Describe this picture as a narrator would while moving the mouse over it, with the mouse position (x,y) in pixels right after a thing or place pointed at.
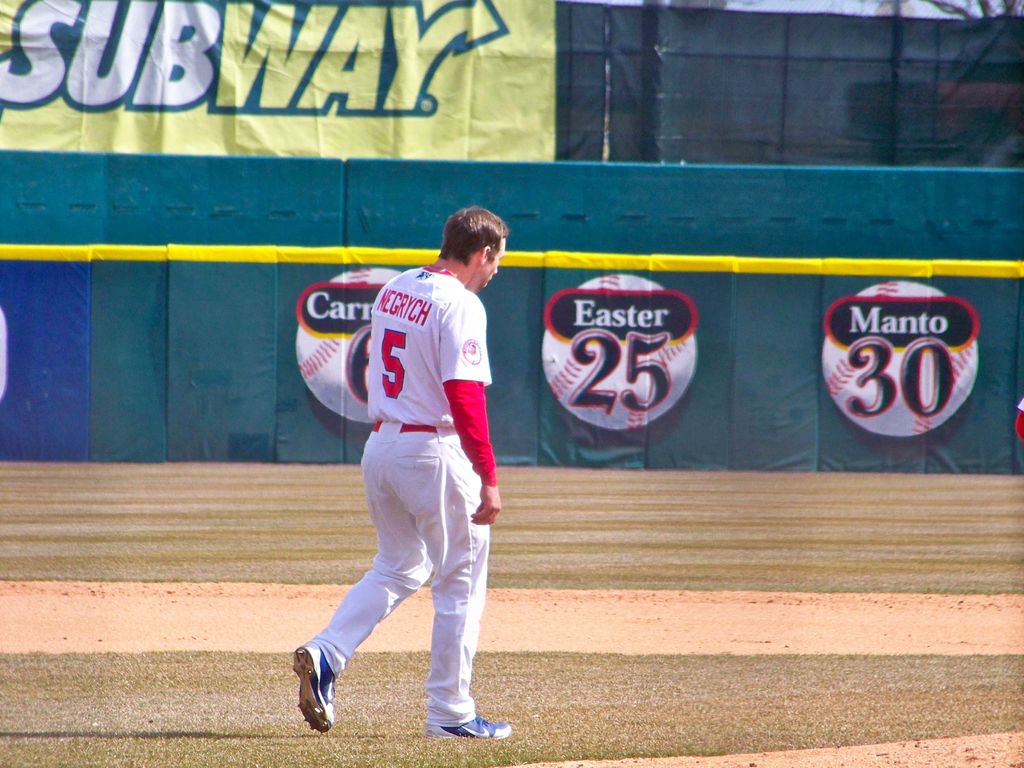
In this image there is a person (421,483) walking on the ground (492,715), in front of him there are banners (534,155) on the boundary fence (224,283) with sponsor names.
